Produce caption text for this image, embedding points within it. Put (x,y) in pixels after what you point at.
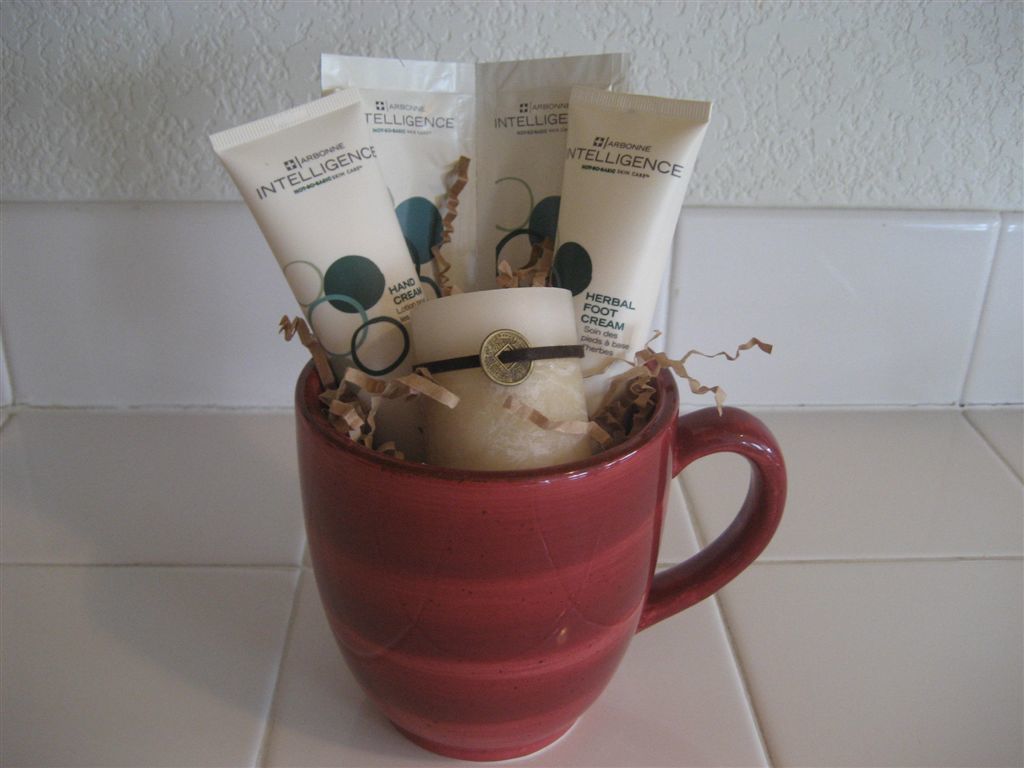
In this image we can see tubes (525,168) placed in a cup (461,562). In the background (109,62) we can see wall (620,33).
